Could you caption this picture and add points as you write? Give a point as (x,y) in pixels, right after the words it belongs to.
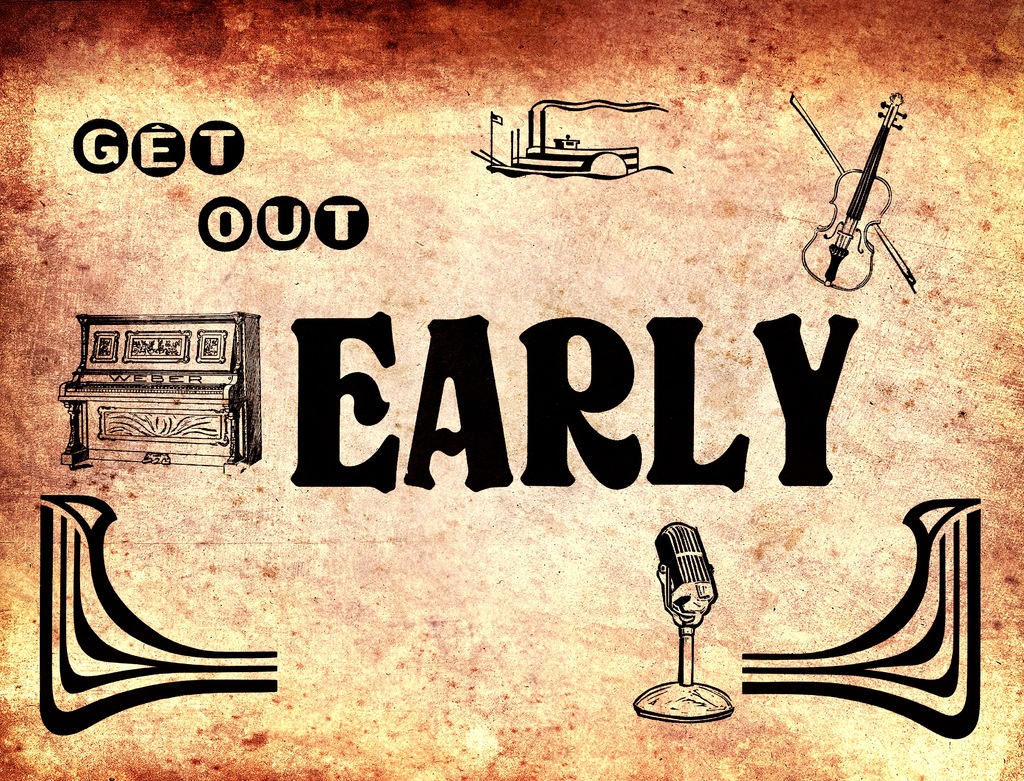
In this image we can see a poster (503,348) on which there is some text (331,460) and there is piano (229,429), violin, microphone (686,671) and some other paintings (99,644).
